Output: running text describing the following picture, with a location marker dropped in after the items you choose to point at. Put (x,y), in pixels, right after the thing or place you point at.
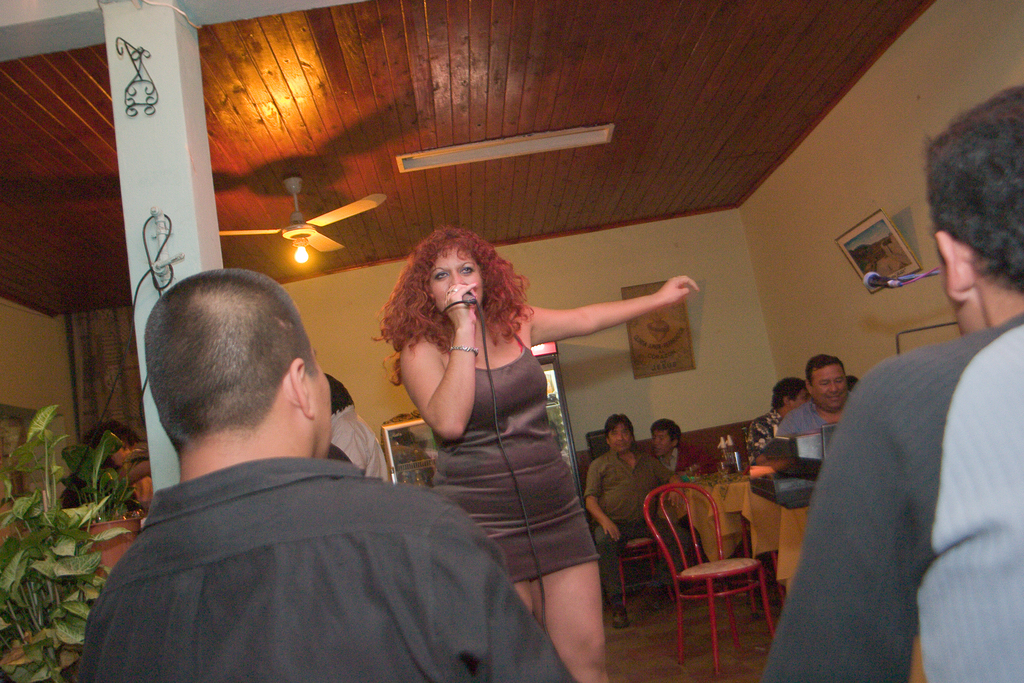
In this picture we can see a woman (497,515) is holding a microphone (483,335). In front of the women (472,384) there are two men (142,665). Behind the woman (560,469) there is a chair (677,540), tables (707,482) and there are groups of people (361,433). There are photo frames (650,349) on the wall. At the top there is a ceiling fan (299,237) and a light (301,257). On the left side of the image (20,499) there are plants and a pot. On the right side of the image (885,278) there is another microphone (873,275).
